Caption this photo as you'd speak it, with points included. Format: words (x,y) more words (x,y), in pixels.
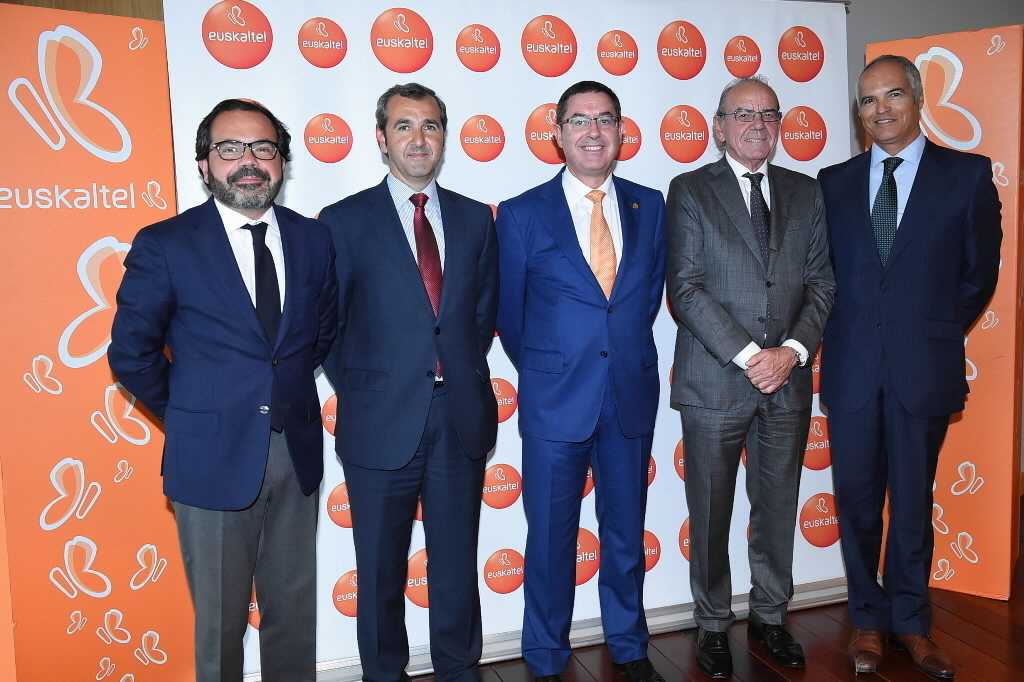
In the image there are a group of men (520,408) standing and posing for the photo and behind them there are some banners (562,56) containing the name (95,199) of an organisation.
